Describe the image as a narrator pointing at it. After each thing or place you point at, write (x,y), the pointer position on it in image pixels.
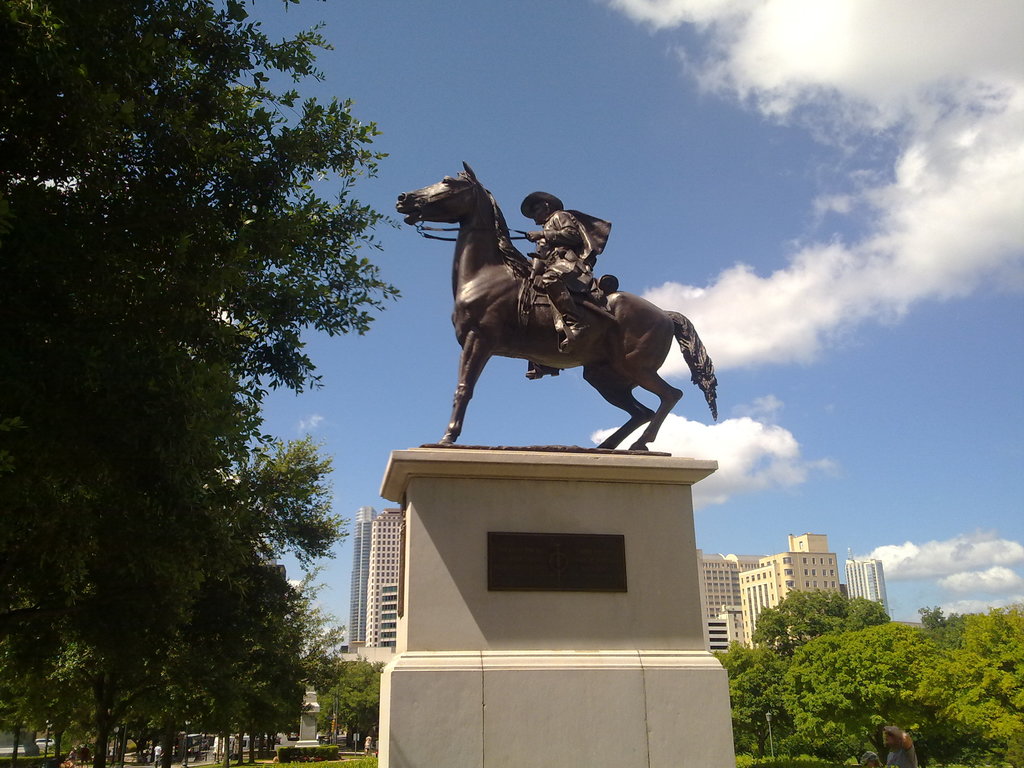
In this image I can see in the middle (571,297) there is the statue (559,258) of a man (580,253) on the horse (512,244). There are trees (197,553) on either side, at the back side (727,570) there buildings (738,572), at the top (791,126) it is the sky (768,148).
